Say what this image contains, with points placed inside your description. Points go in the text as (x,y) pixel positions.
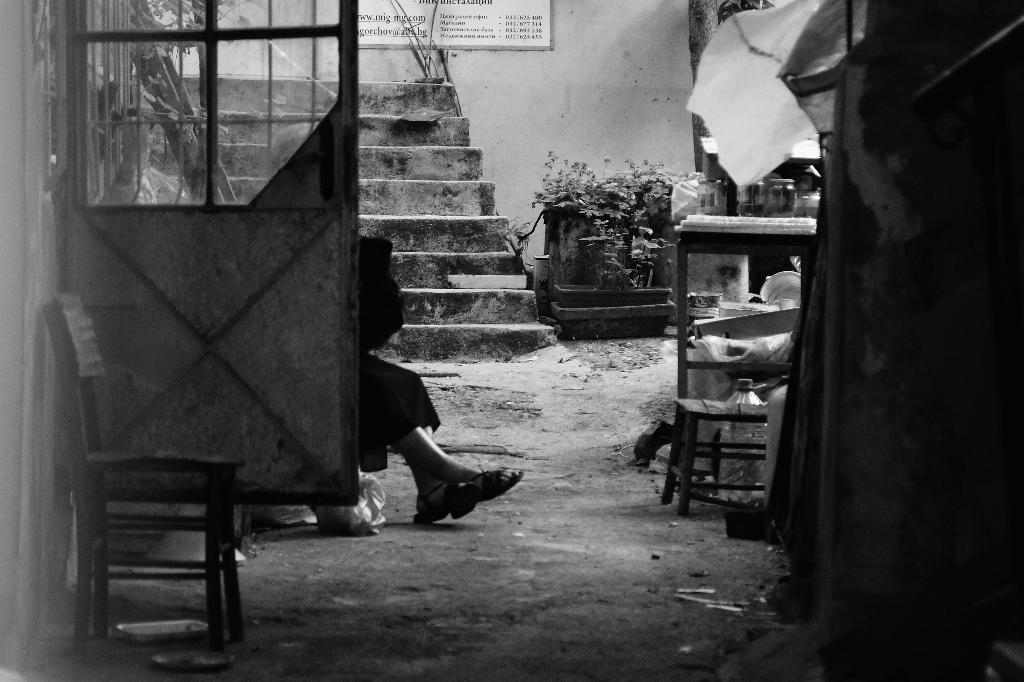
In this image we can see a person (397,406) sitting. In the center (471,238) there are stairs (445,249). On the left (250,364) there is a door (143,296) and we can see a chair (105,495). On the right (764,275) there is a table (715,228) and there are jars (776,189) placed on the table (727,238). We can see a plant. There is a wall (610,69). We can see a bottle (752,430).
